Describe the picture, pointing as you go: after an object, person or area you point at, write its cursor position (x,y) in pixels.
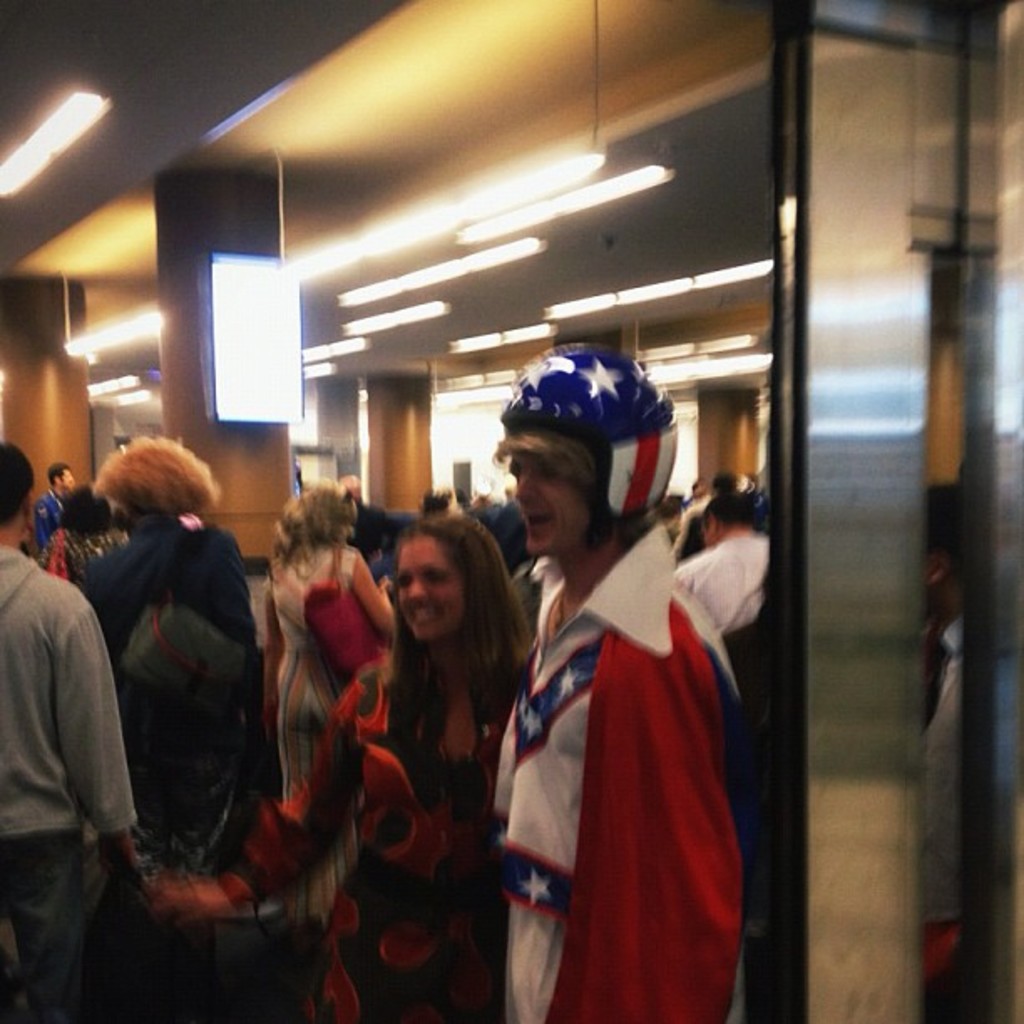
This image is inside of a building (430,489), there are few men (513,526) and women (358,577) in the building (48,419), there is a display board (259,341) on a pillar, on top of the ceiling (453,231) there are lights (447,272).
